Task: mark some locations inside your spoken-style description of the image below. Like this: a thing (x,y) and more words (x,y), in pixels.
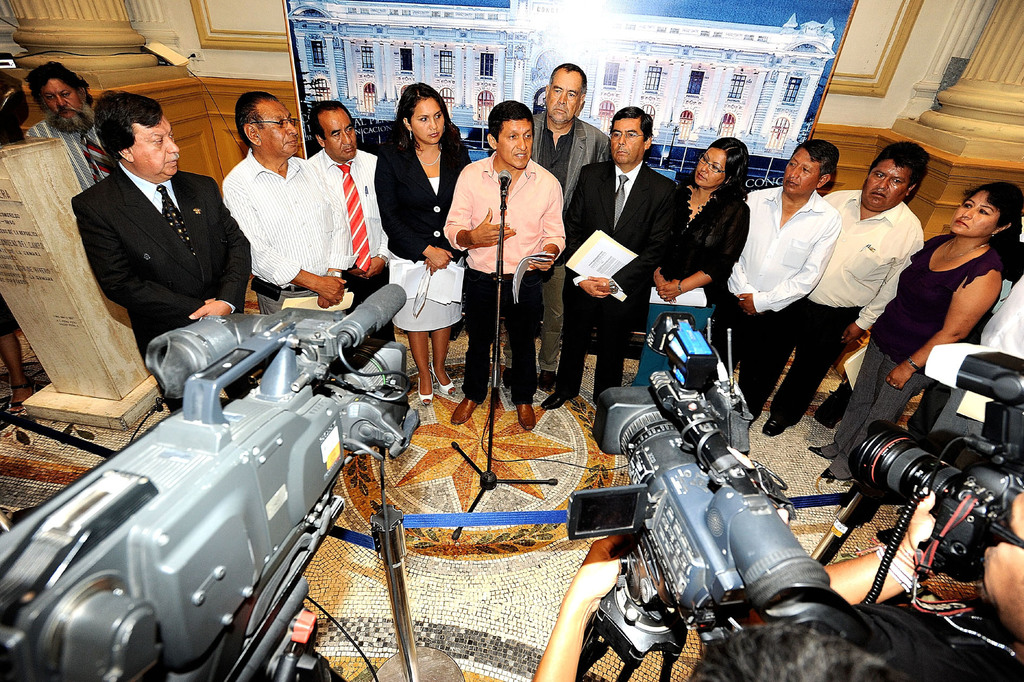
Bottom of the image (931,471) there are some cameras (951,385). In the middle of the image (469,352) few people (425,247) are standing and there is a microphone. Behind them there is a wall (897,102), on the wall (917,102) there is a frame (832,2).
